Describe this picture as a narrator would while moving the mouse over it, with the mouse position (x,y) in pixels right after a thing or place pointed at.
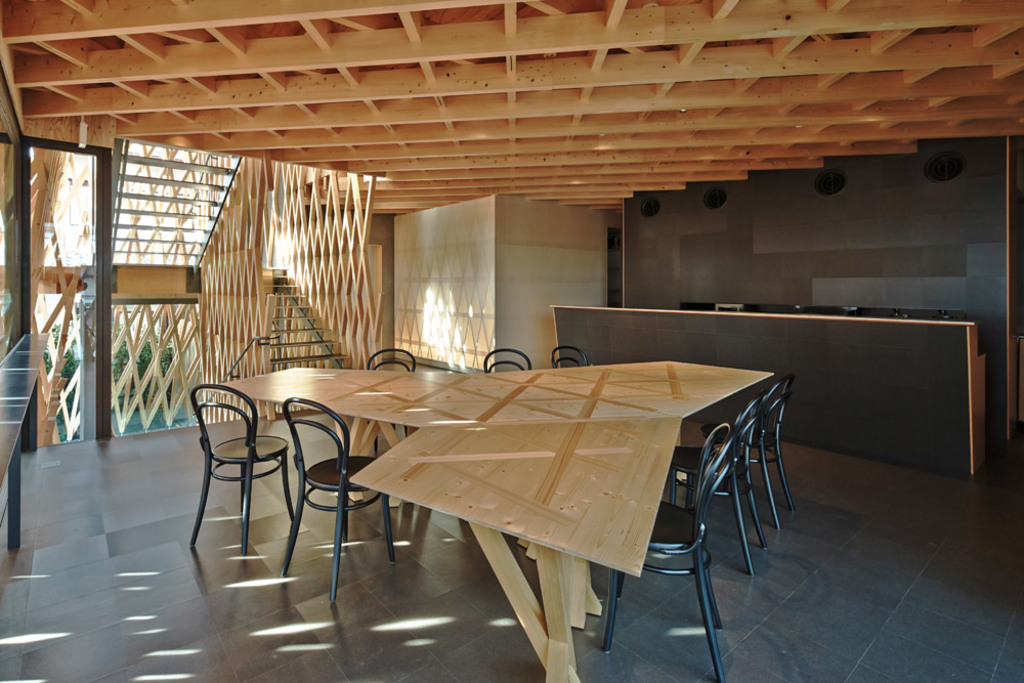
In this picture I can see the chairs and table (508,440). On the right (861,317) I can see the counter (785,326). On the left (169,239) I can see the wooden stairs (181,214) and door (82,271). Through the door (100,367) I can see the plants (145,364).
